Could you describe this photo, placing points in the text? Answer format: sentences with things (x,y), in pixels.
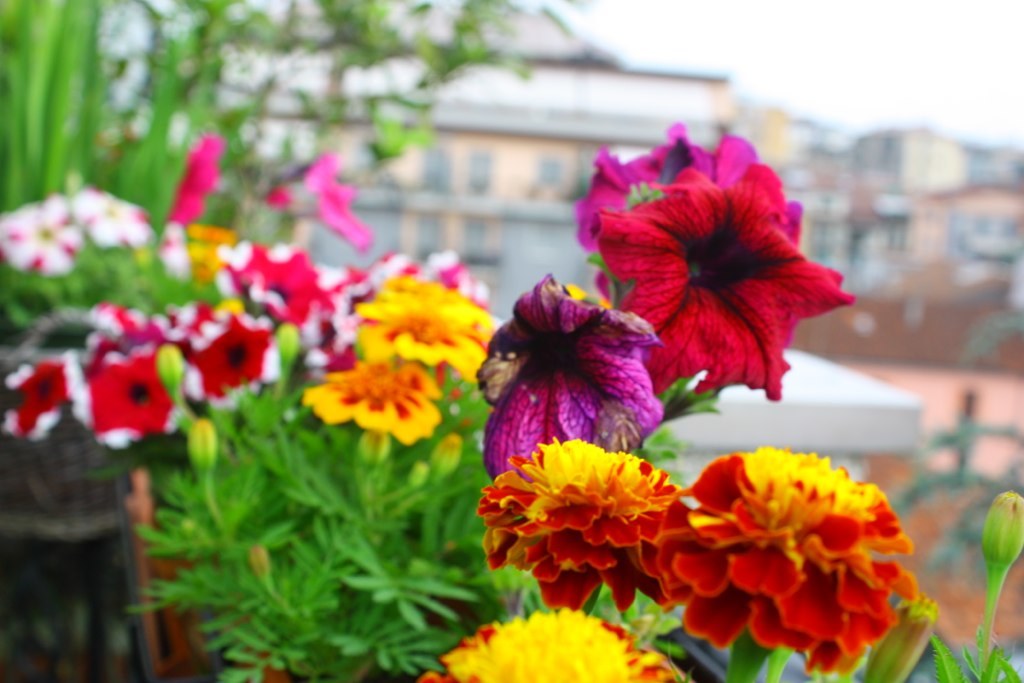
In this image we can see flowers (518,393) and buds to the plants (641,486). In the background of the image (677,457) there are buildings (974,253) and a blur view.
